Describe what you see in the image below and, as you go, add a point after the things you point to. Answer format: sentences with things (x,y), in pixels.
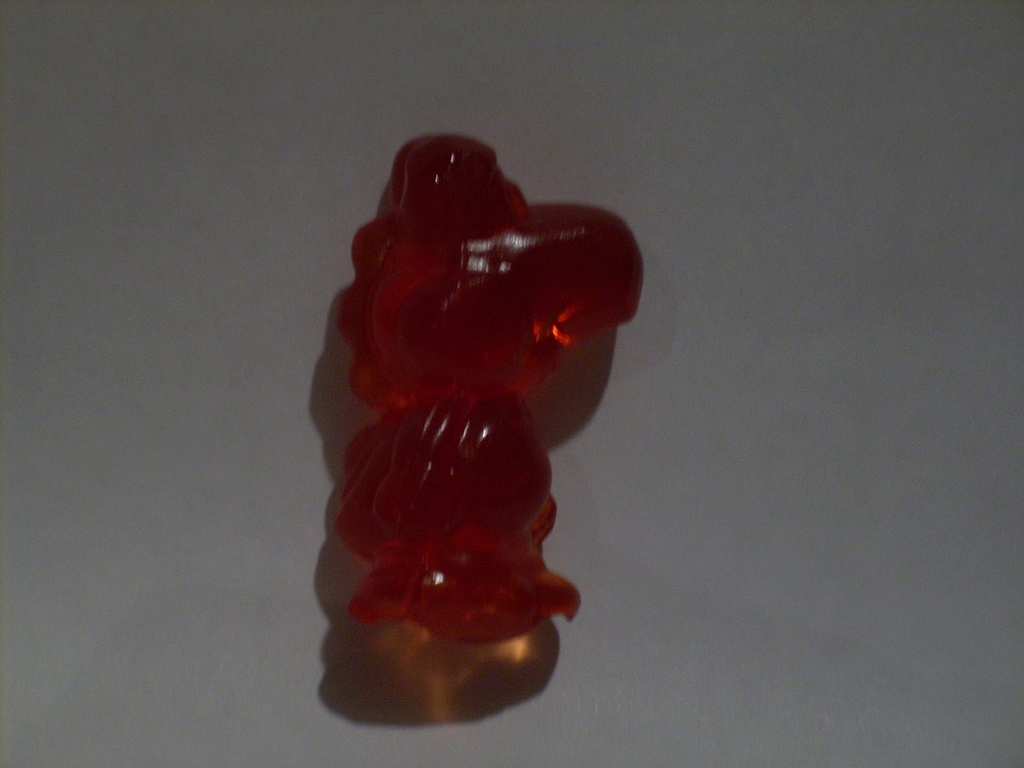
There is a red color thing (387,352) on a white surface (546,422).
